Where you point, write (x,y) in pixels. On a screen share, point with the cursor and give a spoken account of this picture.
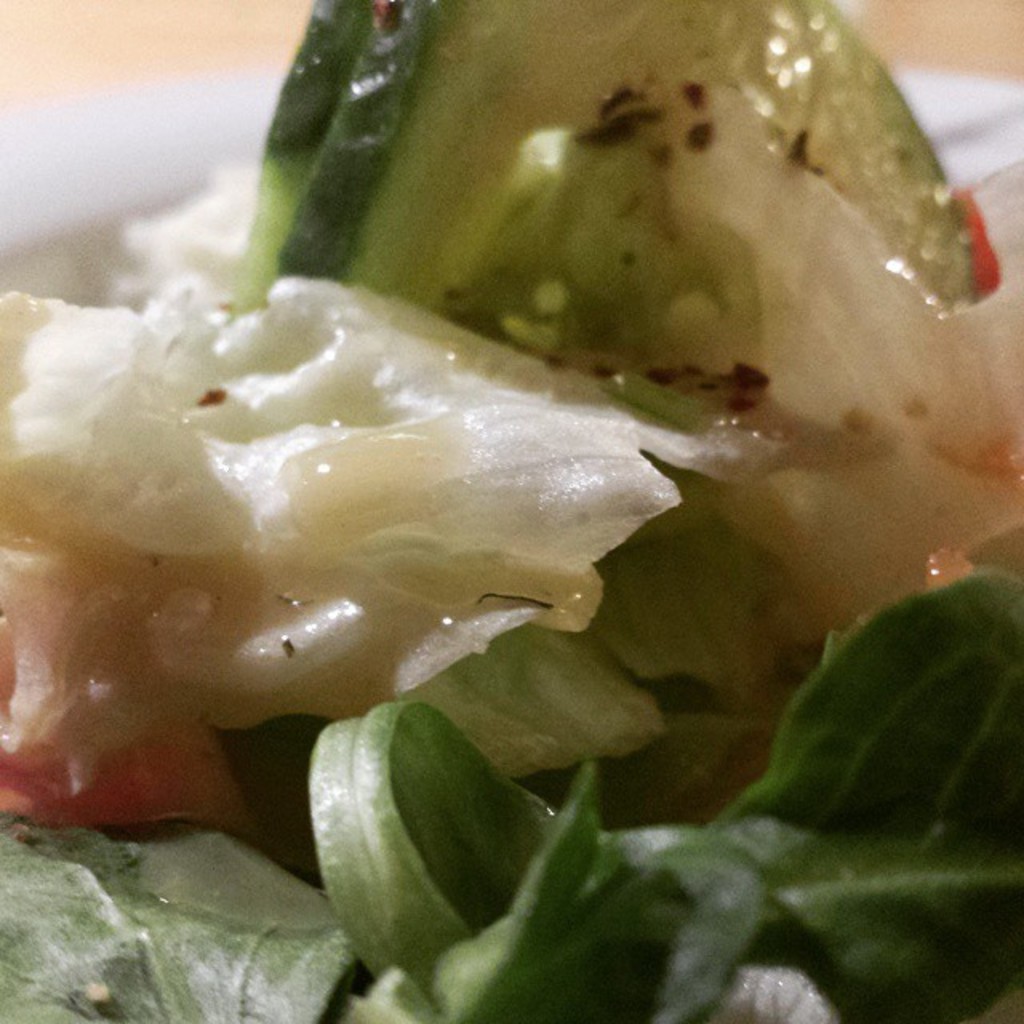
This image consists of lettuce (739,720) and herbs (805,780).
